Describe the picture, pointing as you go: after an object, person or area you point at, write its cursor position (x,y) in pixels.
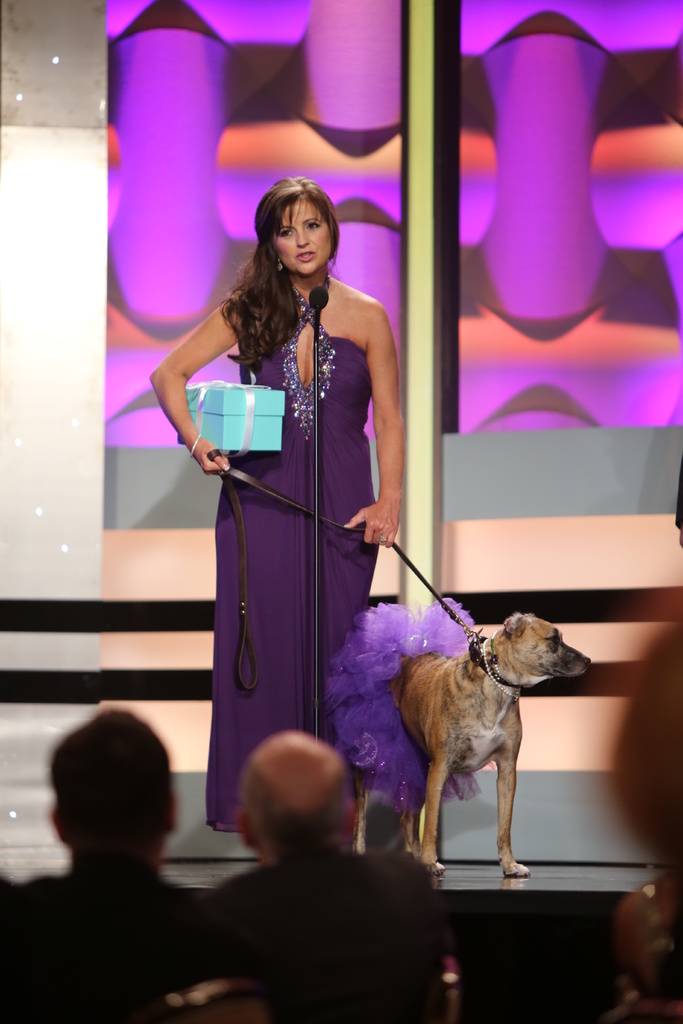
In this picture there is a woman (290,610) who is wearing a violet gown (325,493). In one hand (208,444) she is holding a blue box (231,438) and in another hand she is holding a dog (460,657) with a leash (439,600). There is a microphone (320,310) in front of her. There are group of people (295,861) who are watching her.
